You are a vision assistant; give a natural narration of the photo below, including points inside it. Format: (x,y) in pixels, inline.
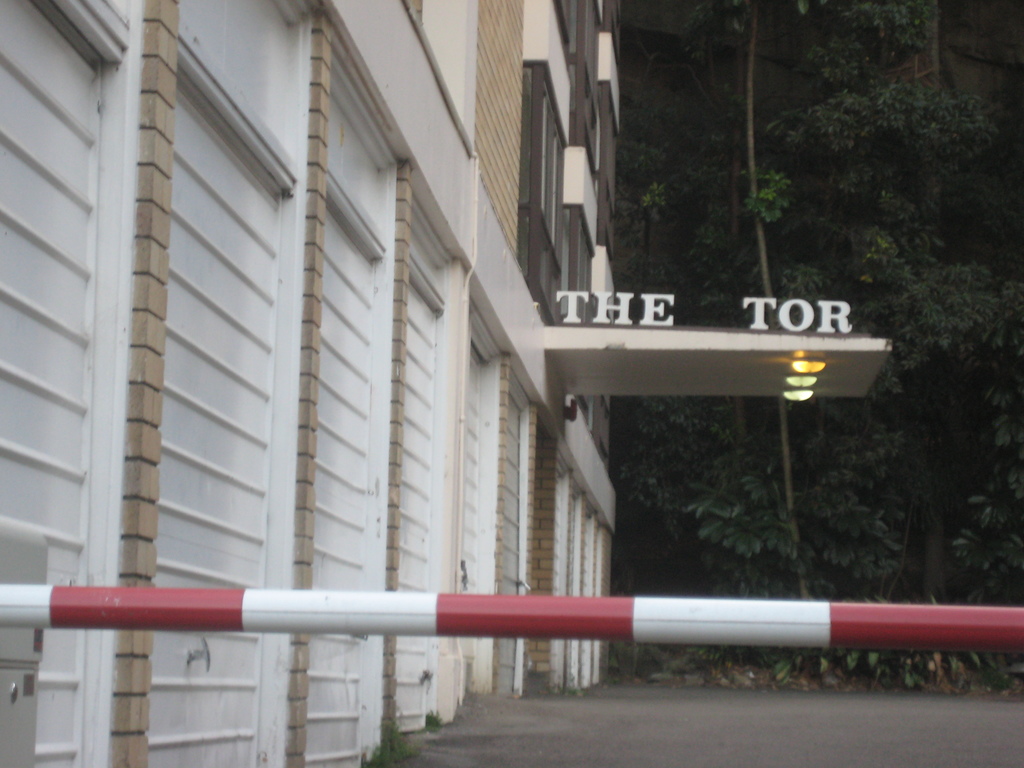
In this image there is a pole (968,606), on the left side (134,102) there is a building (576,349) on that building (671,326) there is some text (843,326), in the background (802,297) there are trees (764,152).
